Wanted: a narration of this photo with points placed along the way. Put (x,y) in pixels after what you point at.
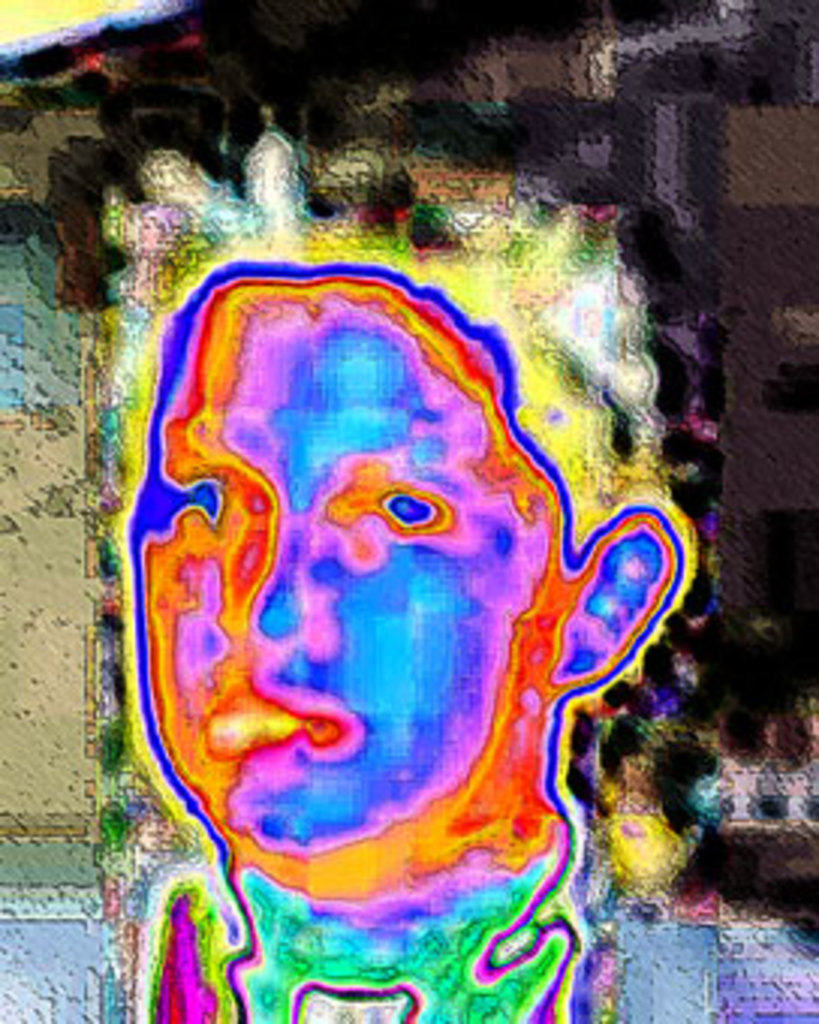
This is an edited image with different colors. We can see blue, green, red, pink, orange and yellow colors. In the background (417,122), it is black in color.
